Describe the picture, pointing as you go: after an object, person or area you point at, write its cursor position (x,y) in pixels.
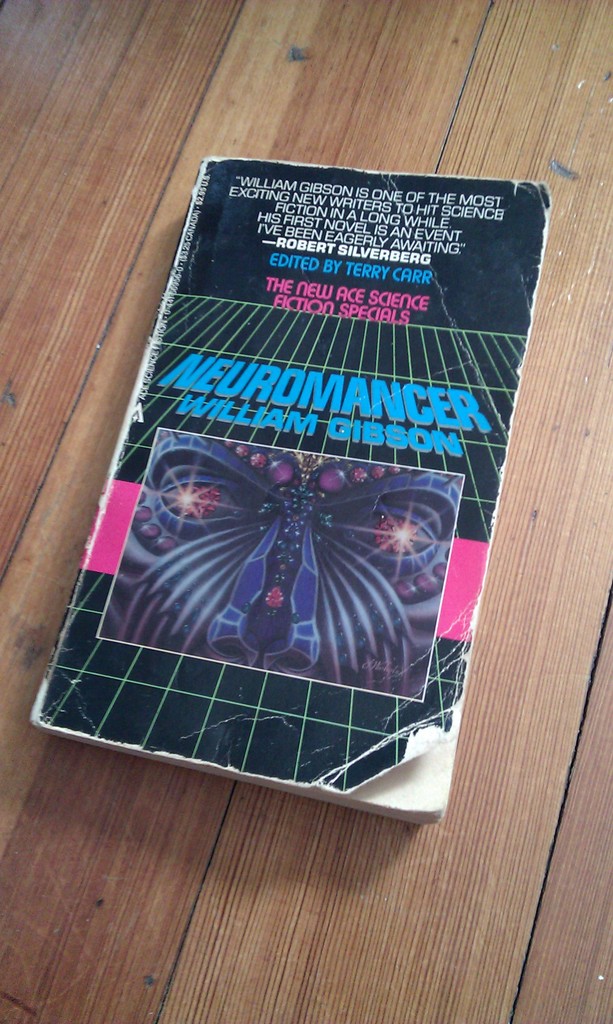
In this image we can see a book (188,501) on a wooden platform (60,933). On the book (270,632) we can see a picture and text (340,406) written on it.
